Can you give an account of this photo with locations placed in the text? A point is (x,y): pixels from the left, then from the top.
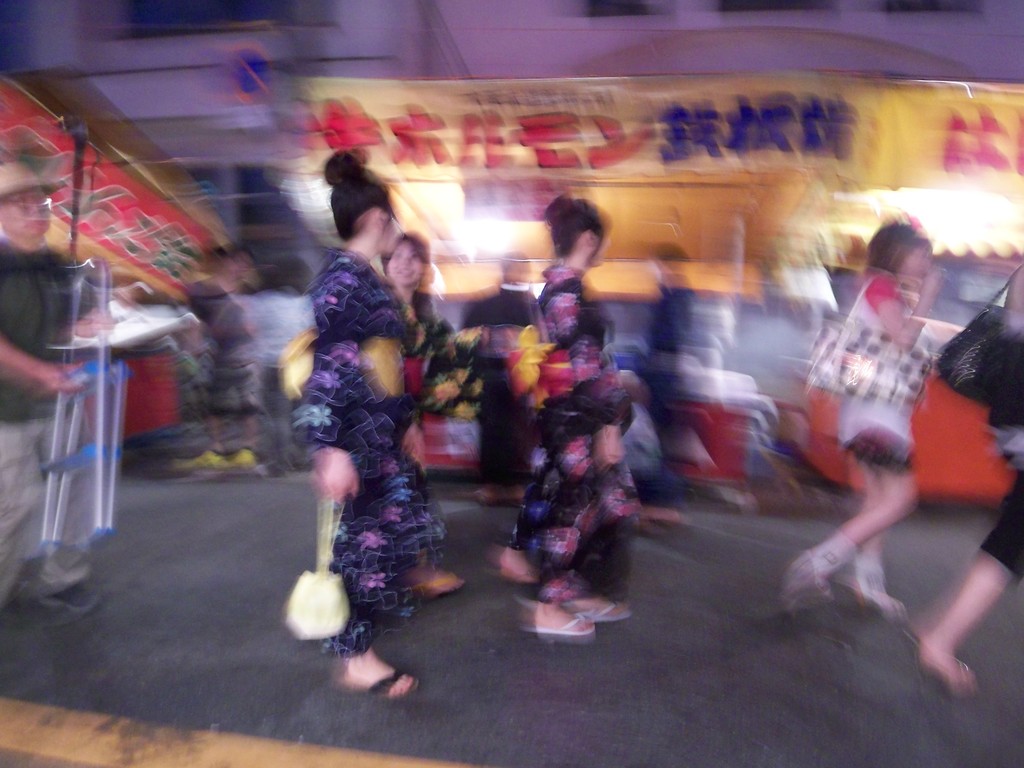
In this picture we can see few women (870,437) wearing handbags (1003,350) and walking on the path (635,545). We can see a person (19,515) holding object (43,527) in his hand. There are some banners (417,166) and a building (679,35) in the background (1006,120).
